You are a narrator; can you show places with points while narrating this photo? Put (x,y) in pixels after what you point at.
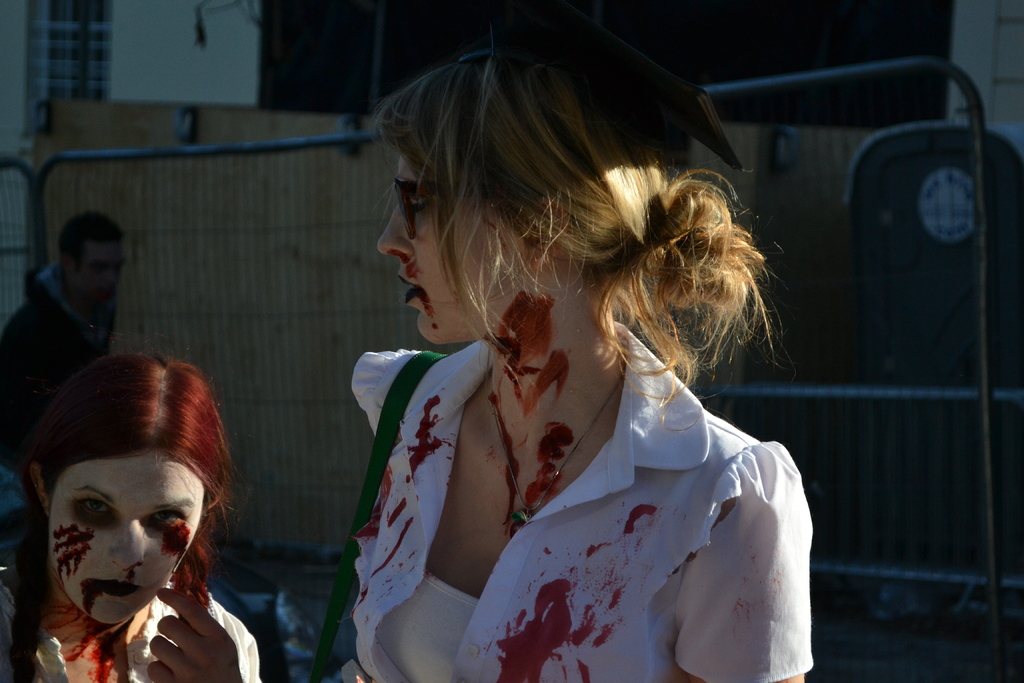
In this image there are two people (418,397) wearing halloween costume (390,458), one among them is carrying a bag (329,642) and behind them there is a person (29,369), fencing (41,192) and a wall (135,17).
